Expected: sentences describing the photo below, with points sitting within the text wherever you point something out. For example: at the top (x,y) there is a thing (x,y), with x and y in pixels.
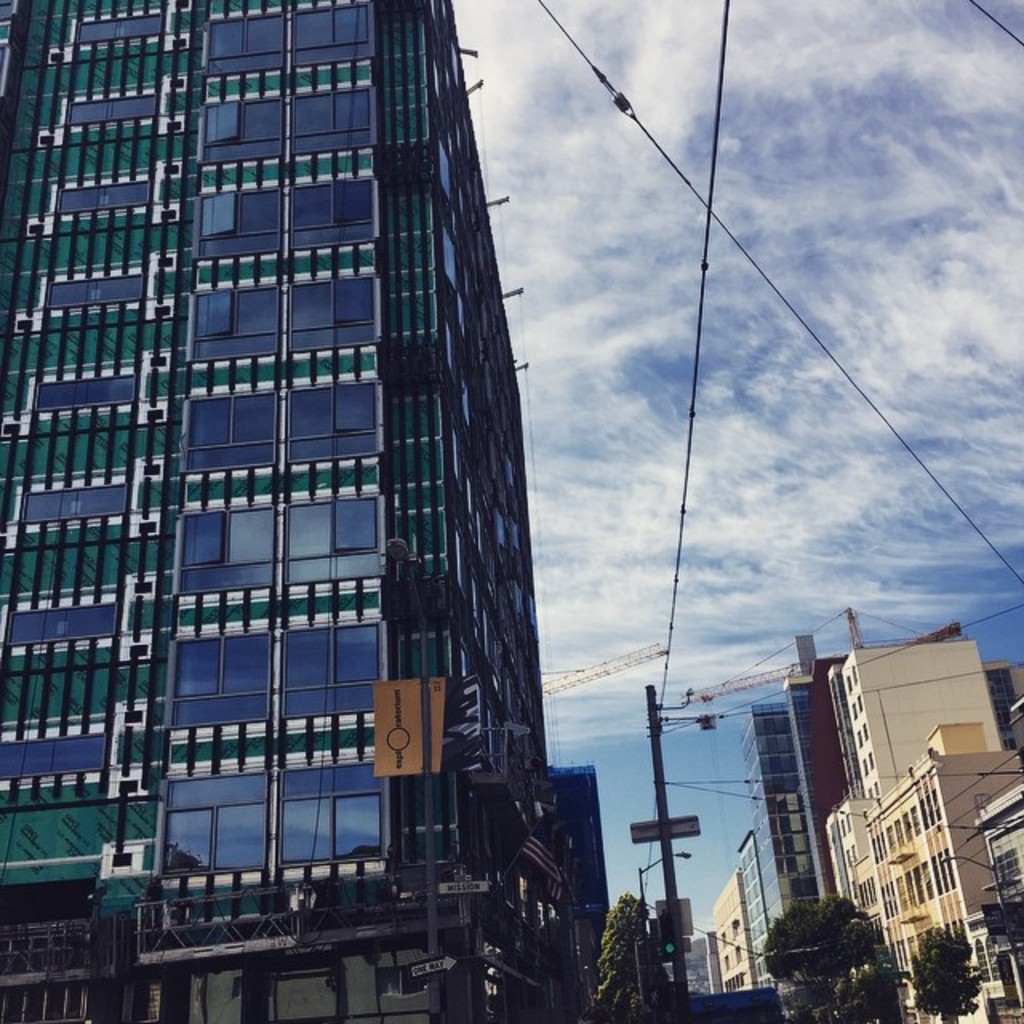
In this image there is a building (372,1004) in front of that there are some electrical poles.
